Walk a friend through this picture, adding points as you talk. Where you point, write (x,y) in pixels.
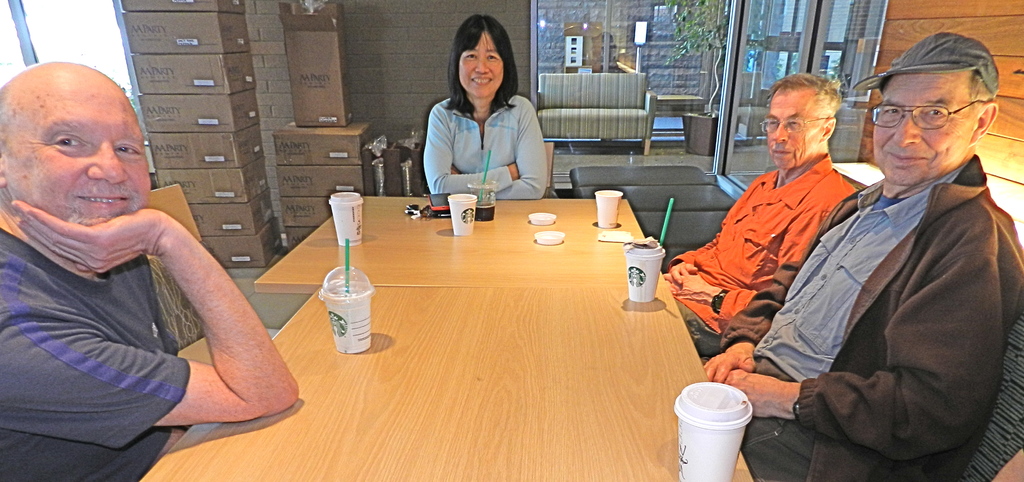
in a room (757,140) there is a table (461,291) at the center (452,306) on which there are glasses (345,324) and green straws (486,174). people (730,261) are seated on the chairs (551,193), surrounded by the table (589,210). there are 4 people (839,411) sitting. the person (845,415) at the right (849,400) is wearing a brown coat (897,338) and a cap (968,67). the person (799,229) next to him is wearing a orange shirt (764,249). the person (530,158) at the center (473,174) is wearing a blue t shirt (465,155) and smiling. the person (22,379) at the left (80,373) is wearing a grey t shirt (78,379) and placed his hand (80,230) on the chin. behind them there are many cartons (227,173) at the left (262,235) back. at the back (672,146) there is another room (659,151) in which there is a sofa (611,110) and a plant (697,19).
